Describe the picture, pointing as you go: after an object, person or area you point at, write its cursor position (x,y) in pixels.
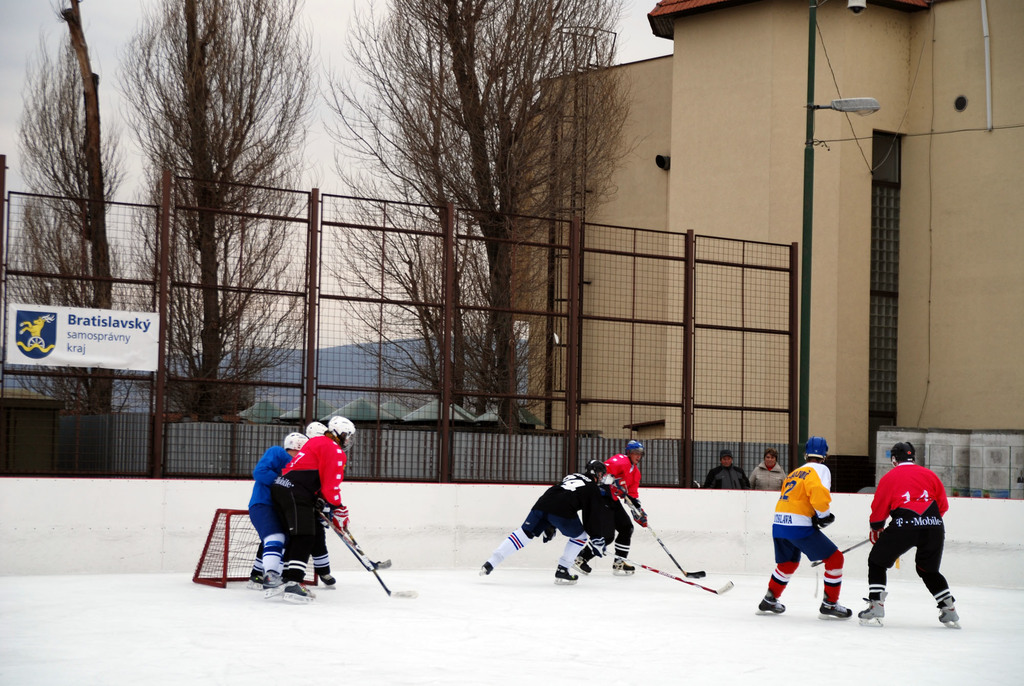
In this image we can see persons (524,537) playing ice hockey. In the background (472,164) there are sky (322,133), trees (437,122), buildings (853,141), street light (812,114), name board (108,341) and fences (297,330).
